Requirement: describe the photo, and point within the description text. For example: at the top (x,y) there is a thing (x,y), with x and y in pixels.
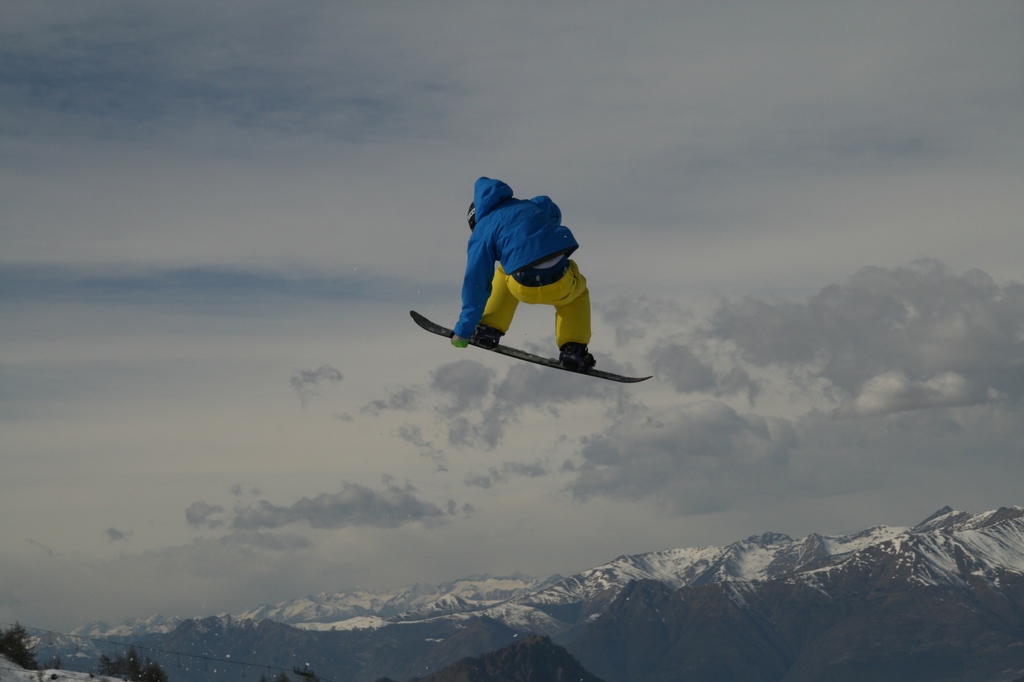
In this image I can see a person (509,307) is on a snowboard (509,355). In the background (469,346) I can see mountains (835,569), trees (115,670) and the sky (257,602).
